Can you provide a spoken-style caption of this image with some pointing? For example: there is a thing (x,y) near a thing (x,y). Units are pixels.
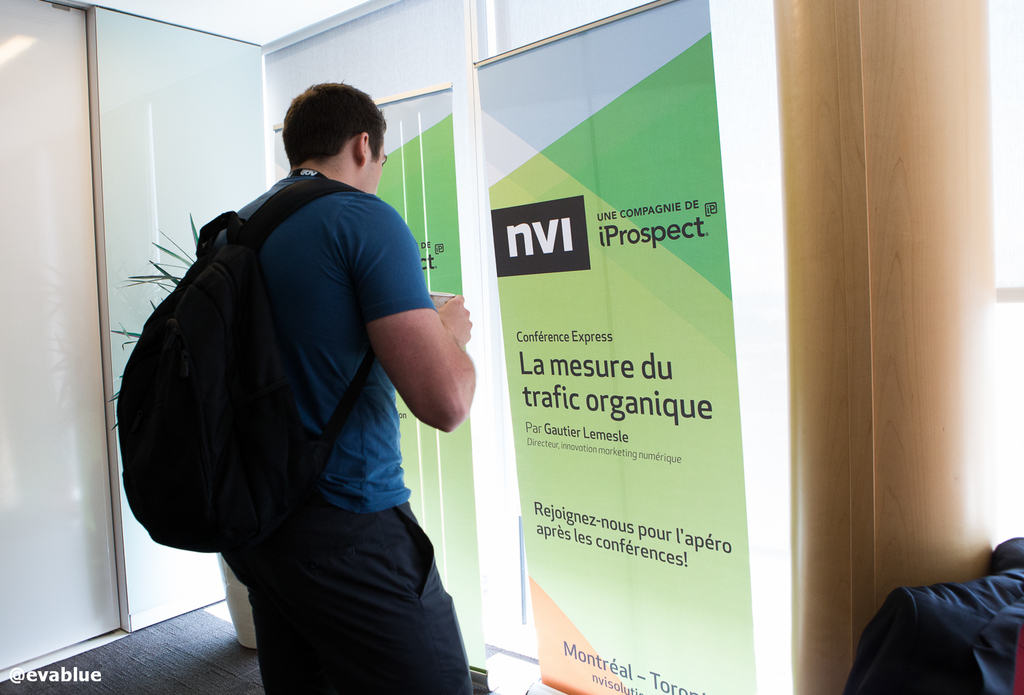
In this image, we can see a person (369,466) holding some object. We can also see some boards (512,355) with text (608,354) and images (597,161). We can see a pillar (895,306) and some cloth (978,609) on the bottom right corner (916,600). We can also see some text (22,680) on the bottom left corner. We can also see the wall (16,616).
